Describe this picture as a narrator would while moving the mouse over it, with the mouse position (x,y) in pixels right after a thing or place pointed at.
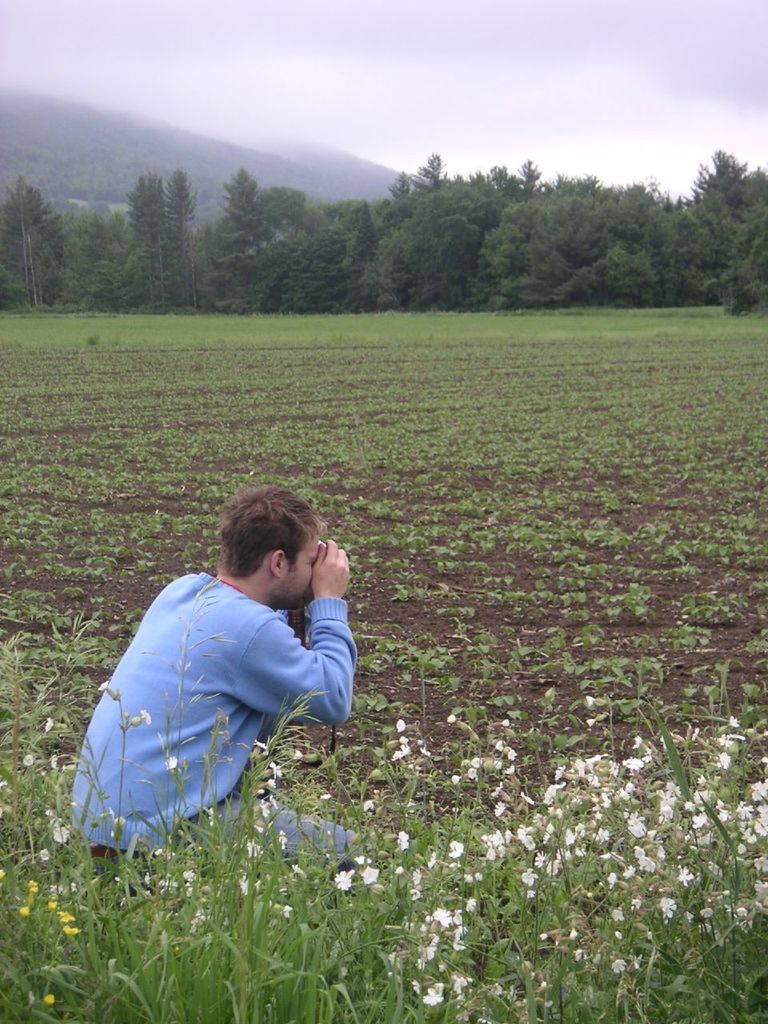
At the bottom of this image (560,779), there are plants (713,828) having flowers (744,816). Behind them, there is a person (303,675) squatting on the ground (105,545). In the background (132,577), there are plants (686,314), trees (542,299) and there are clouds (666,94) in the sky (428,76).
